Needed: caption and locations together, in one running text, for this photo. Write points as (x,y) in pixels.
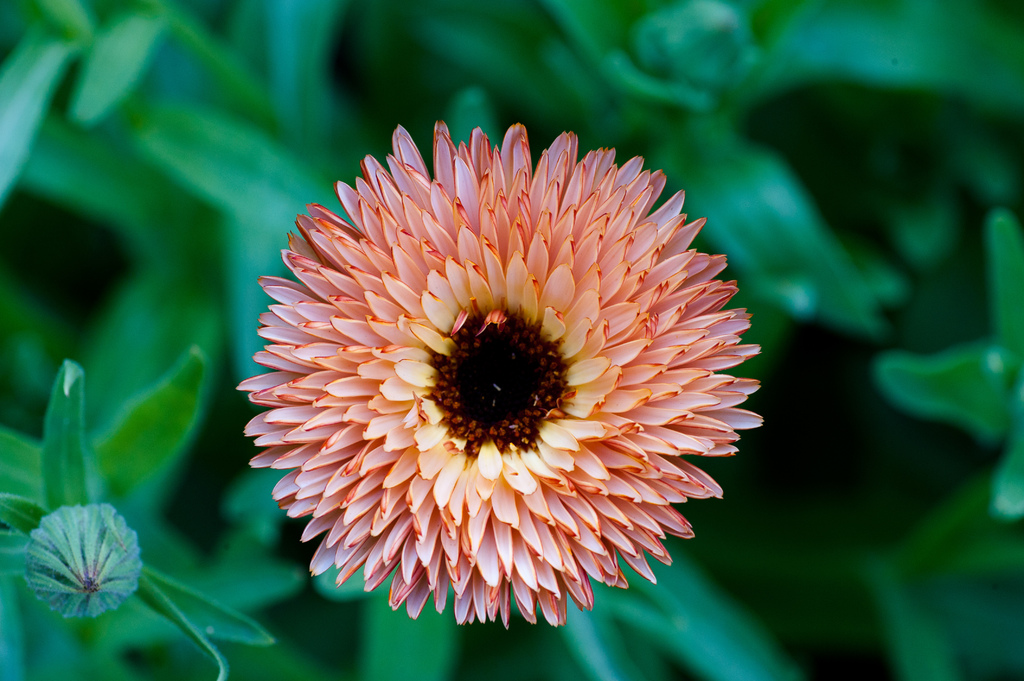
In the image we can see a flower (535,406), pale red and pale yellow in color. These are the leaves (145,442).
